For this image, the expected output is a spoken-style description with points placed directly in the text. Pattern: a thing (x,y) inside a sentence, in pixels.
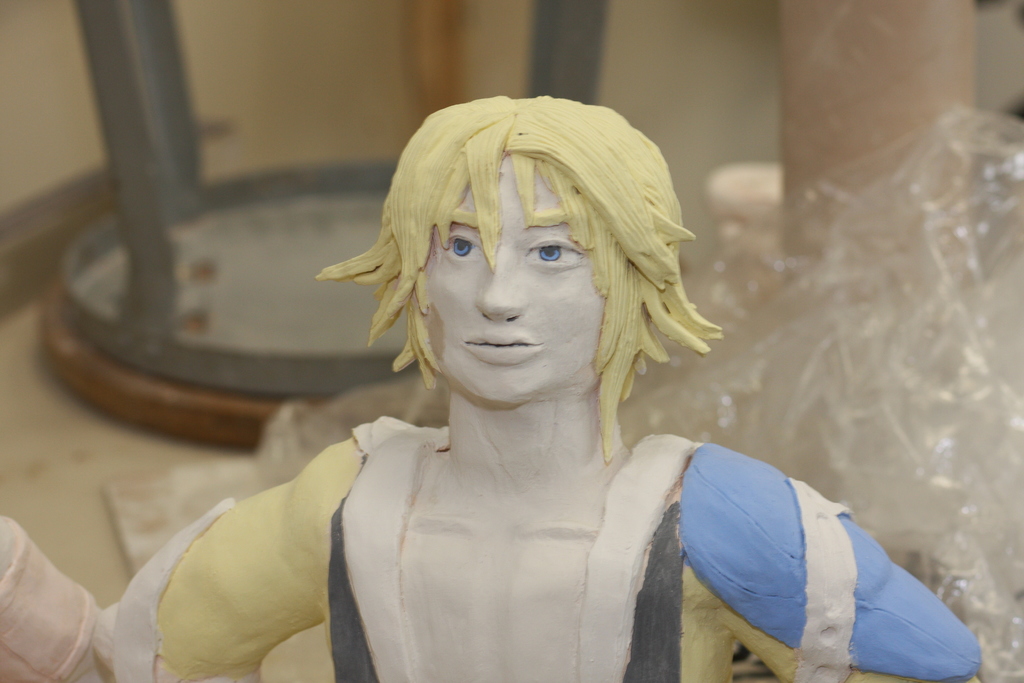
In this image, we can see a statue (536,436). We can see the ground (43,376) with an object (205,261). We can also see some cover (872,343) and a pillar (969,12).
